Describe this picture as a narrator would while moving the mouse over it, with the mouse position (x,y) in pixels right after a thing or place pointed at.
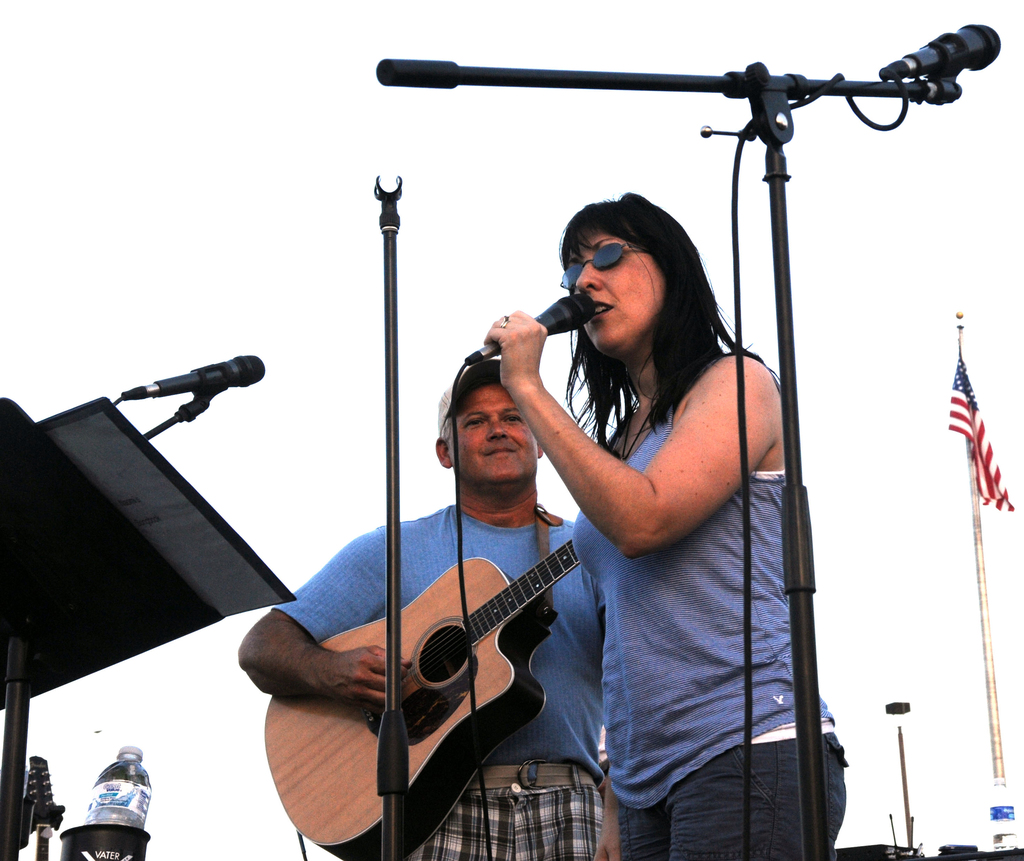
In this image we have a woman (782,818) standing and singing a song in the microphone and at the back ground (338,795) we have a person (563,619) standing and playing a guitar (328,825) a stand (12,531), microphone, water bottle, flag (966,380) attached to the pole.
